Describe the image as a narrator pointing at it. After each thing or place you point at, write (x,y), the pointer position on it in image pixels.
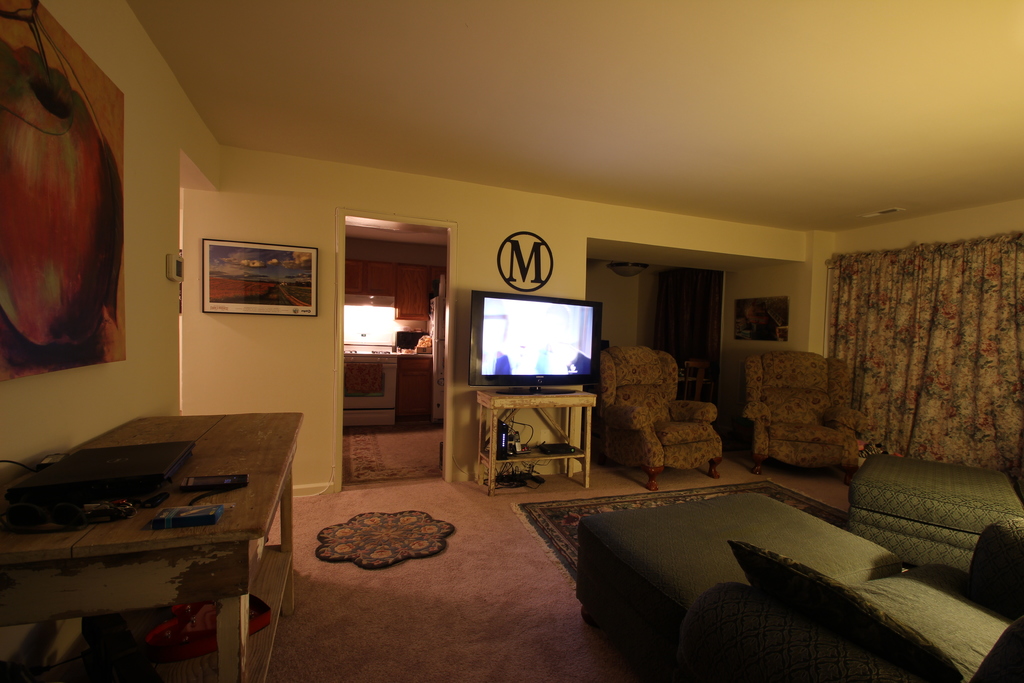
In this image I can see few sofa chairs (780,375), few sofa beds (828,528), a television (592,354), a table (172,533) and on it I can see few stuffs (108,456). On these walls (466,293) I can see few frames (242,272) and a black colour logo (515,288).
